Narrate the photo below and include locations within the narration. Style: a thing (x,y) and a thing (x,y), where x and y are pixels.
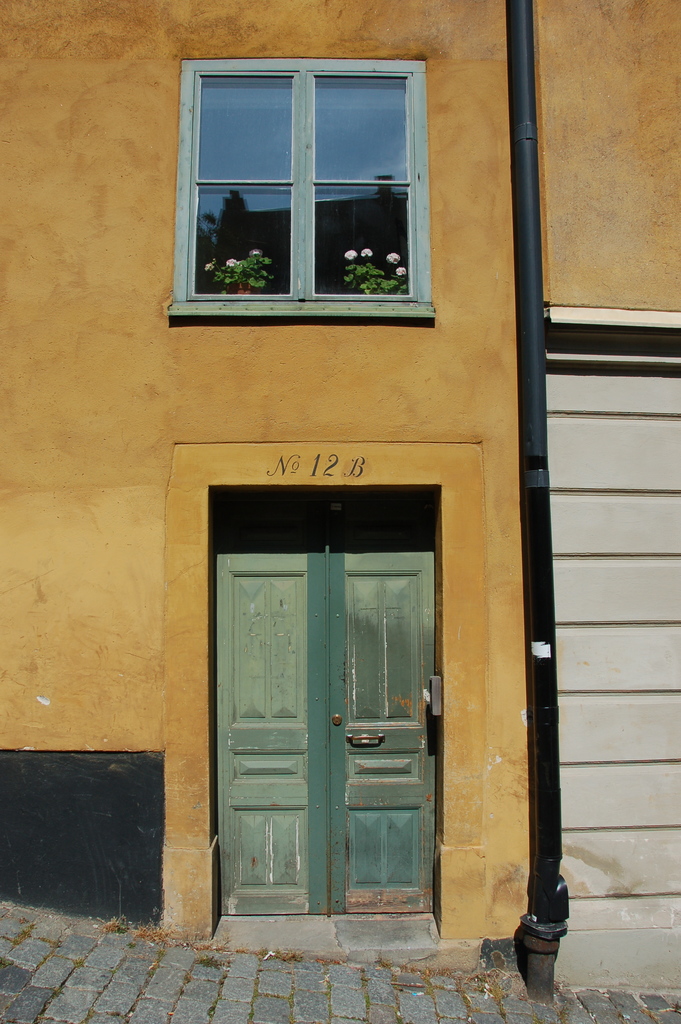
In the image there is a house (276,250), there is a window (279,268) above the door (307,594) of the house (297,712), on the right side (557,667) there is a pole (551,834).
